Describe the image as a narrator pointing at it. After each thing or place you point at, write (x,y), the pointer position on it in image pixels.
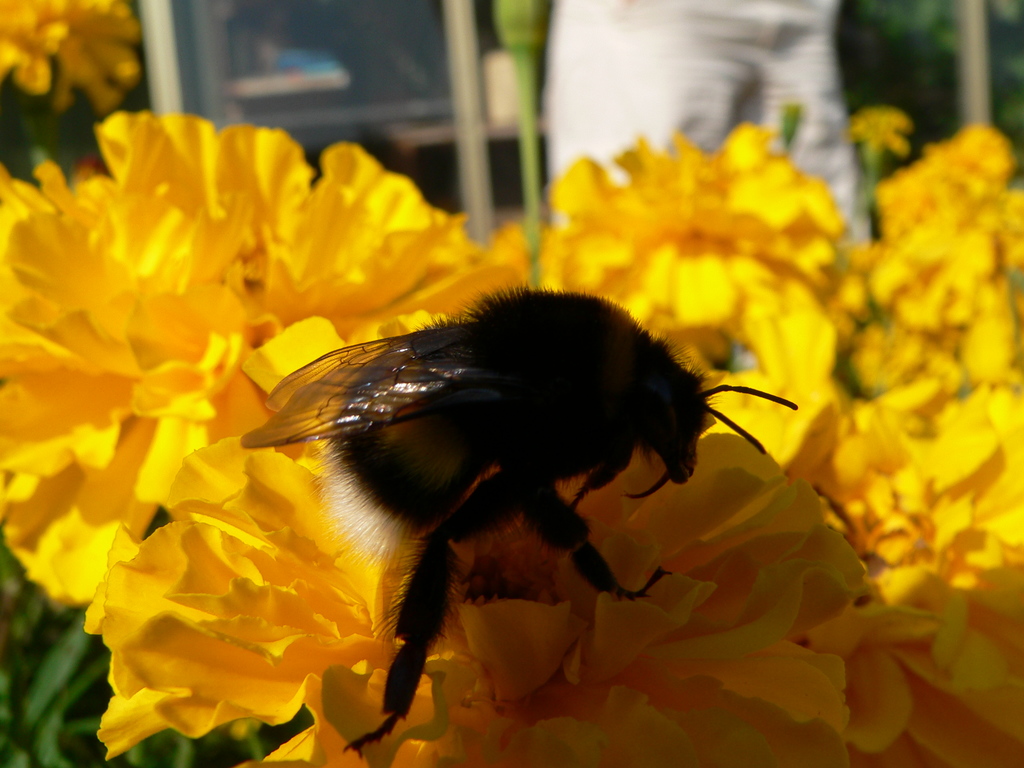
In this picture we can see insect (463,504) on the yellow flowers (954,686). Here we can see plant (83,679). At the top (569,88) we can see a person (648,73) who is standing at the door (485,97).
